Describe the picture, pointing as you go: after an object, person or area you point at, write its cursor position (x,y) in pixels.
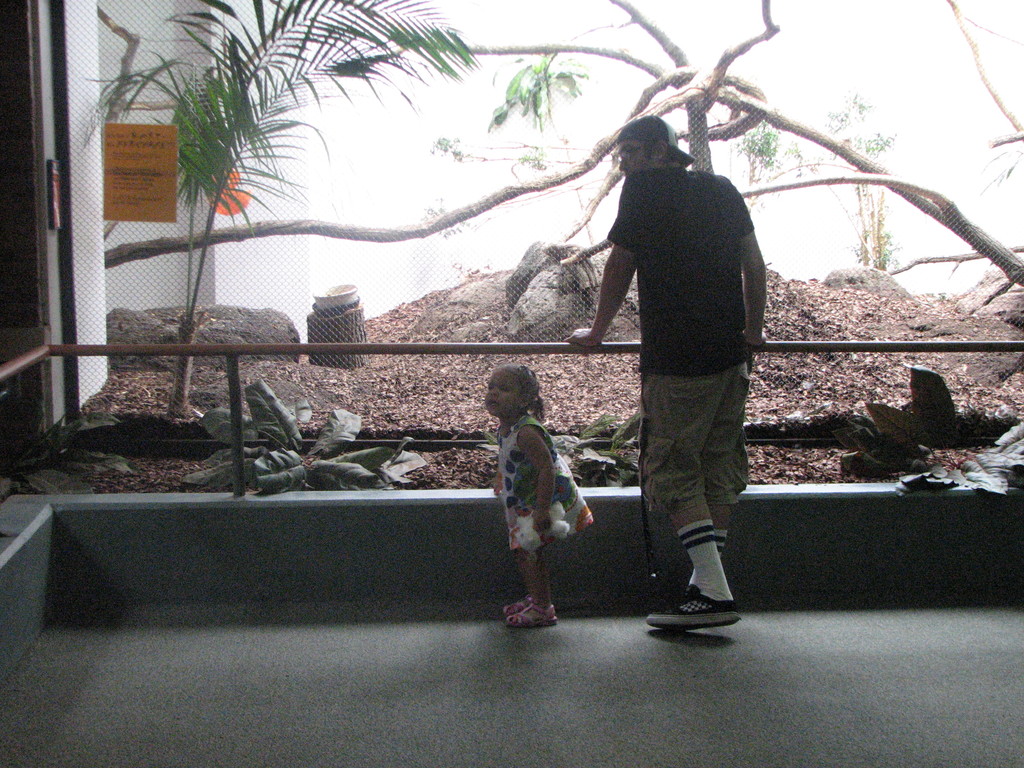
In this picture there are two people (713,430) standing. At the back (718,129) there is a railing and there is a fence (274,262). Behind the fence (183,291) there are trees (924,200) and there are stones (855,285). On the left side of the image (21,198) there is a building (308,274) and there is a board (136,190) on the wall (185,219) and there is text (120,193) on the board (157,181). At the bottom (605,741) there is a floor (326,738) and there are dried leaves (436,359).
